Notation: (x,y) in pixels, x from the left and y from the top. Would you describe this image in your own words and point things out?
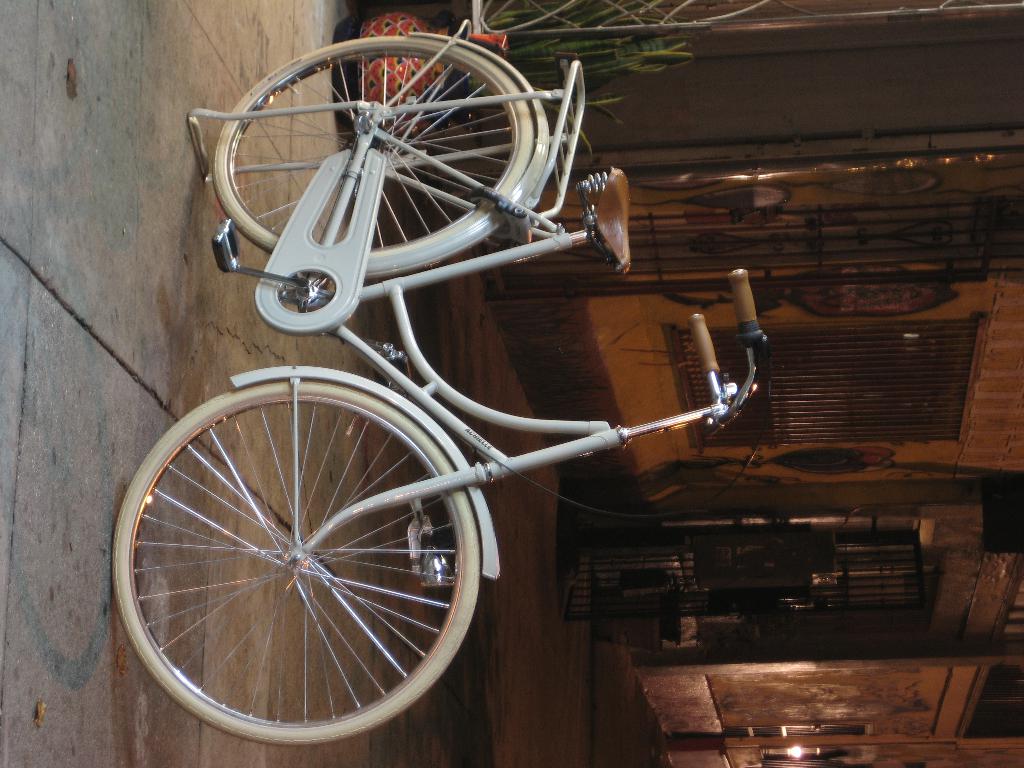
In this picture we can observe a cycle (288,311) on the floor (44,237). In the background (848,408) we can observe windows (797,387) and a wall (758,507). We can observe a plant pot (412,75) here.
